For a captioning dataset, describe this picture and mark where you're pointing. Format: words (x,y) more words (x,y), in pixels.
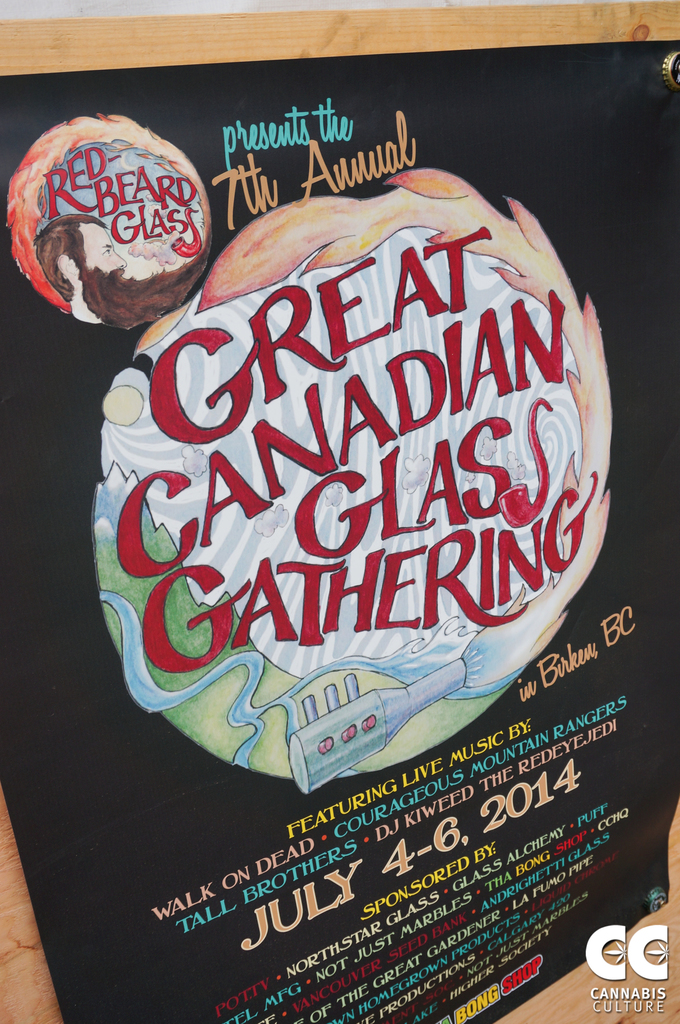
In this image I can see a poster (290,840) with some text (261,570) written on it.
